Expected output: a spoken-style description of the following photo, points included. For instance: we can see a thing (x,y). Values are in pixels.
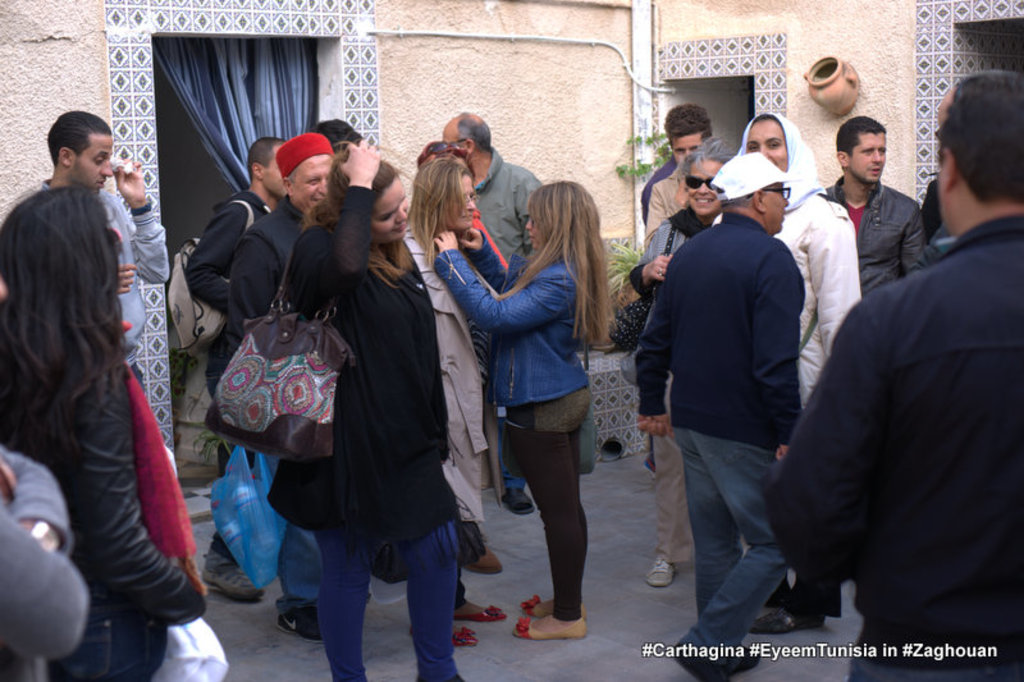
In this picture I can observe some people (443,366) standing on the floor (489,680). There are men (702,314) and women (351,288) in this picture. Some of them are smiling. On the left side (276,97) I can observe blue color curtain (240,118). In the background (441,86) there is a wall (463,62).
